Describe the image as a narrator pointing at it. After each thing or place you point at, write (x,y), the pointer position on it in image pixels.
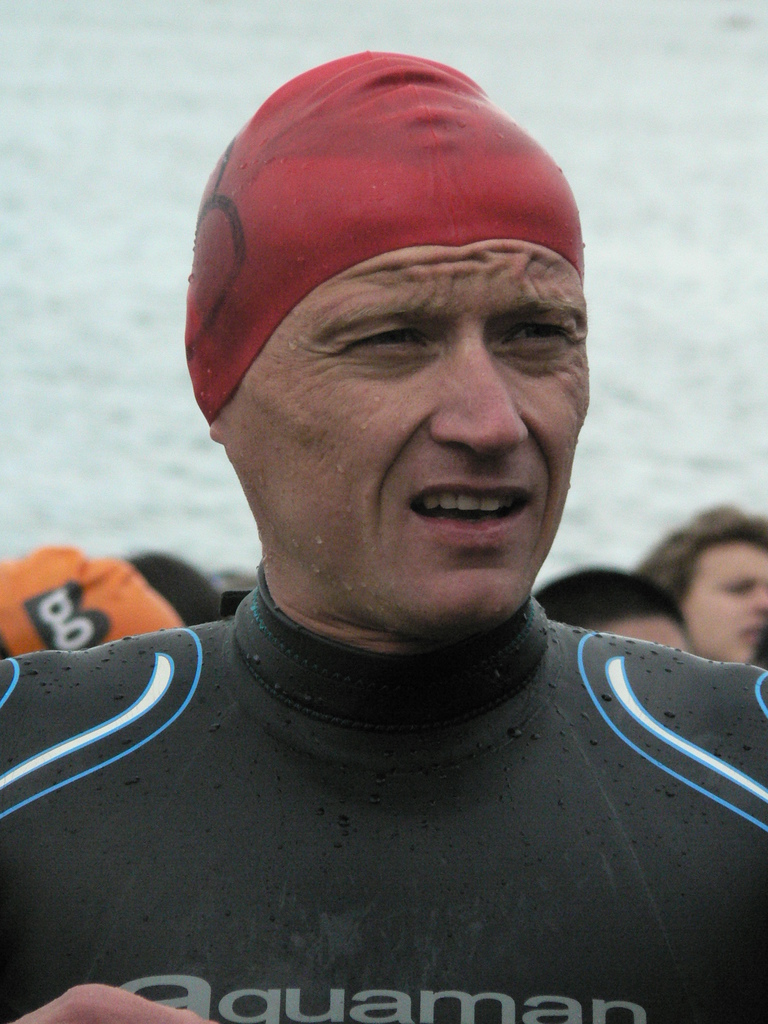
In this image I can see a person (409,518) standing, behind him there are so many people (31,569) and water (675,527).
